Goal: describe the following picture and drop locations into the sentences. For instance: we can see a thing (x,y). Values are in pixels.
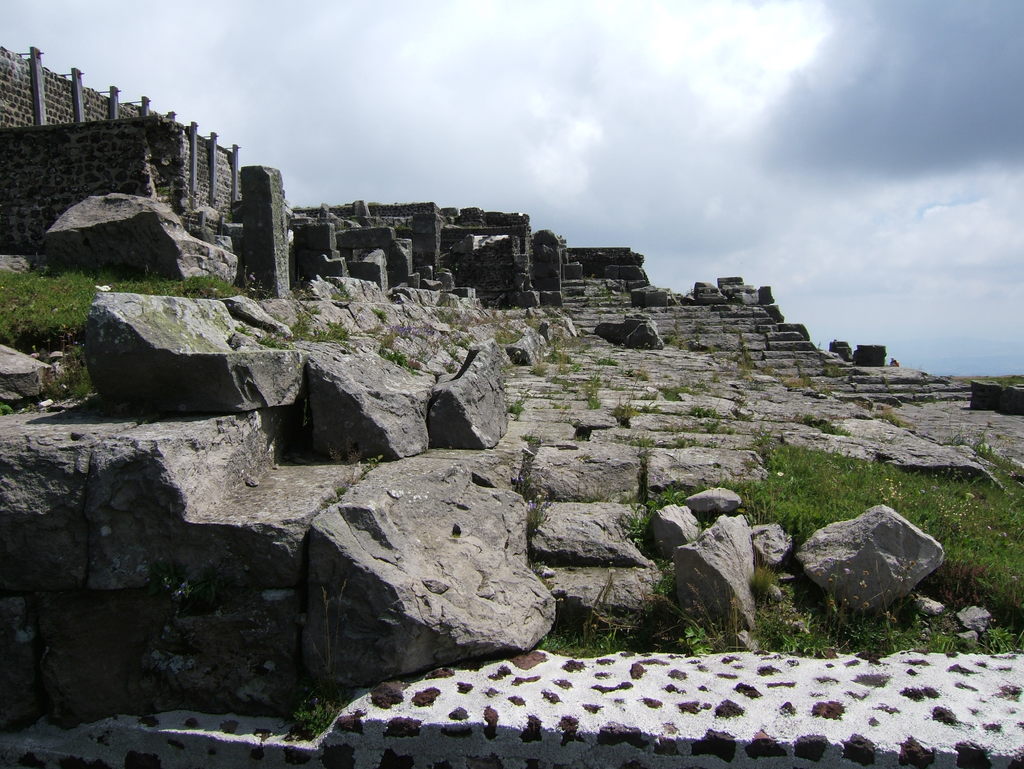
In this image we can see the grass (757,594), rocks (424,507), stone wall (345,258) and the cloudy sky (706,246) in the background (706,246).
